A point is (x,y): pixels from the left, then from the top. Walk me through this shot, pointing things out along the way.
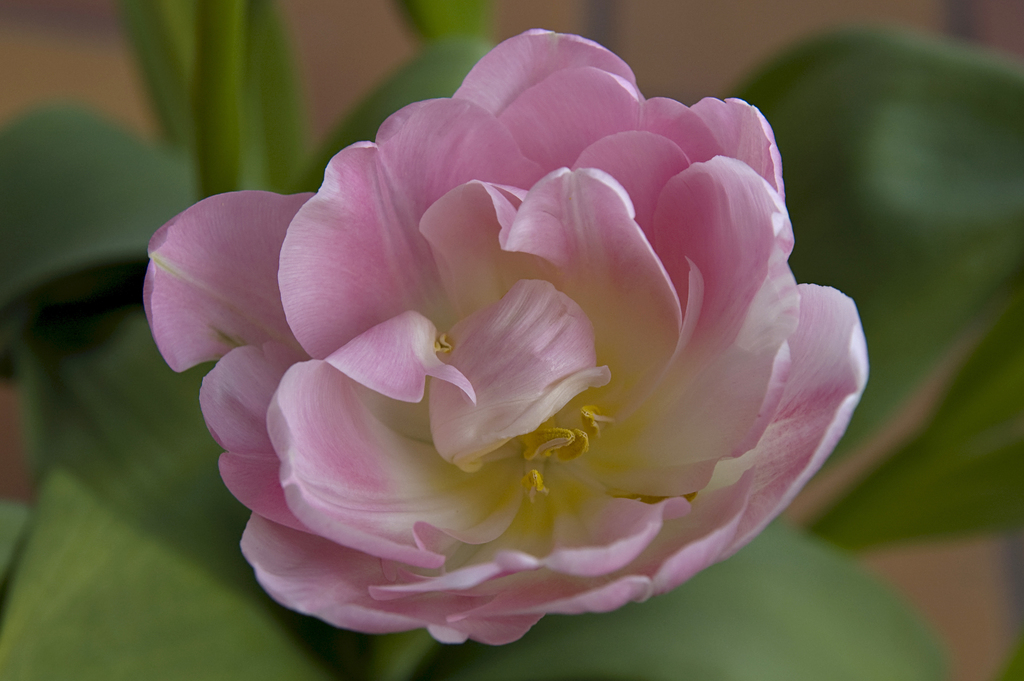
In this image we can see a flower (675,269), and leaves (1001,238), also the background (825,5) is blurred.
